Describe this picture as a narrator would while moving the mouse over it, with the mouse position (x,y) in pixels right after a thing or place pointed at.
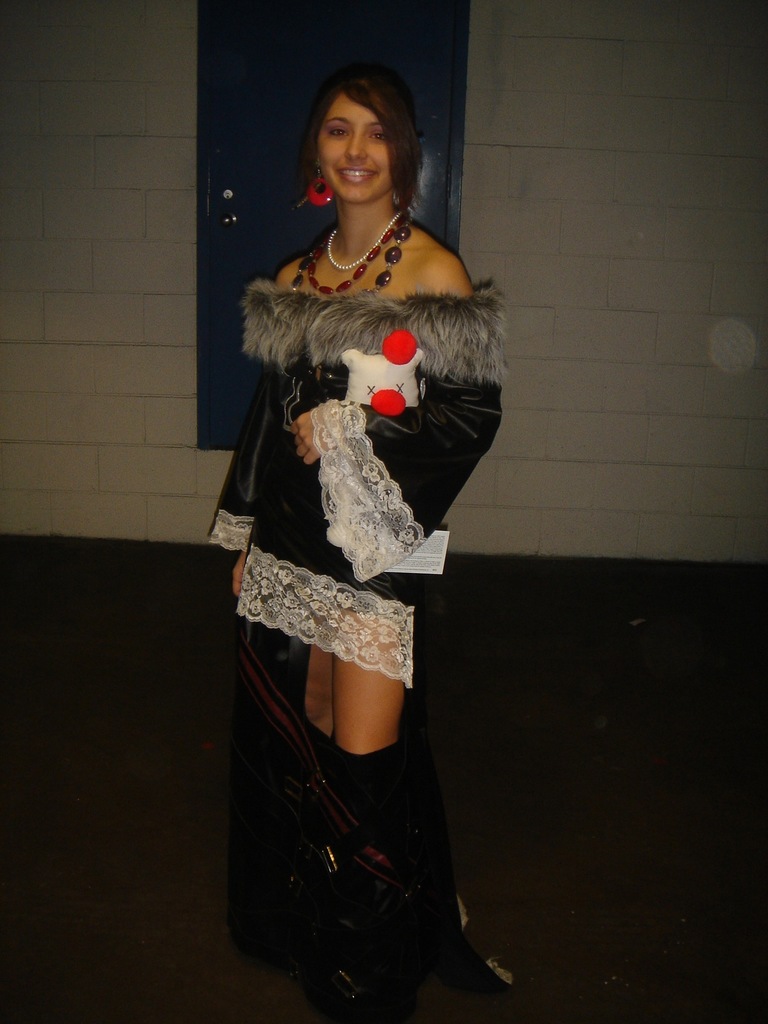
In the image we can see there is a woman (344,383) standing and she is wearing jacket (374,426). There is a door (209,170) on the wall (521,179).
